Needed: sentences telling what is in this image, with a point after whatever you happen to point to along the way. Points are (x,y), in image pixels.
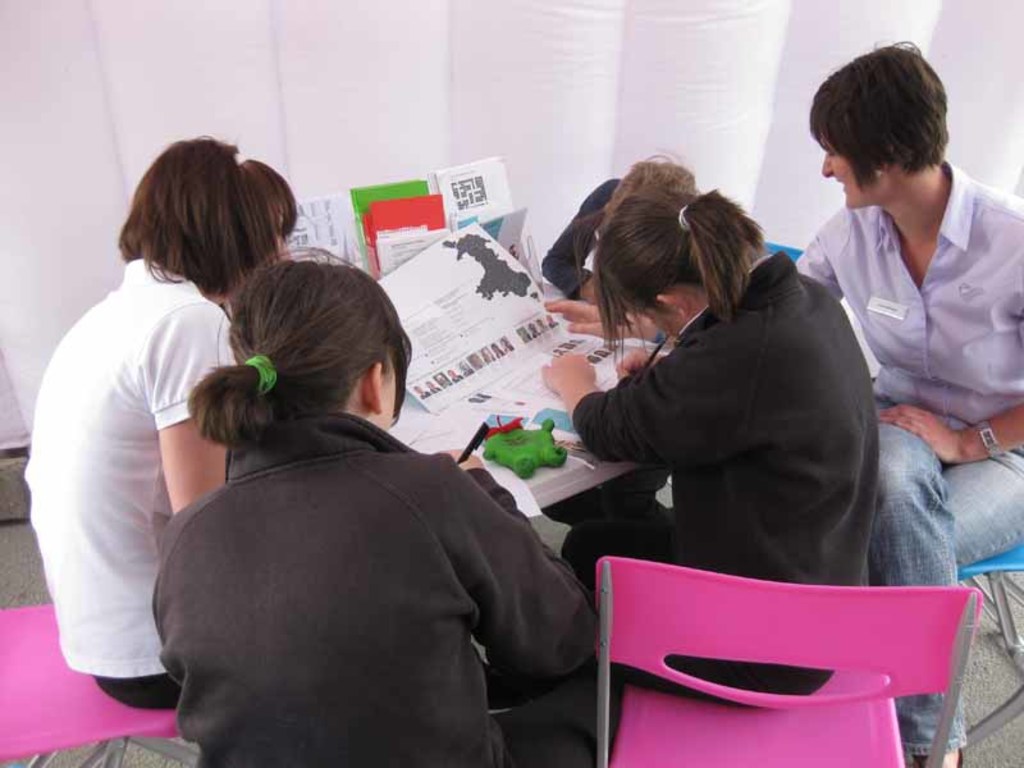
In the image we can see there are people (838,286) who are sitting on chair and on the table (506,368) there are papers (483,334).
